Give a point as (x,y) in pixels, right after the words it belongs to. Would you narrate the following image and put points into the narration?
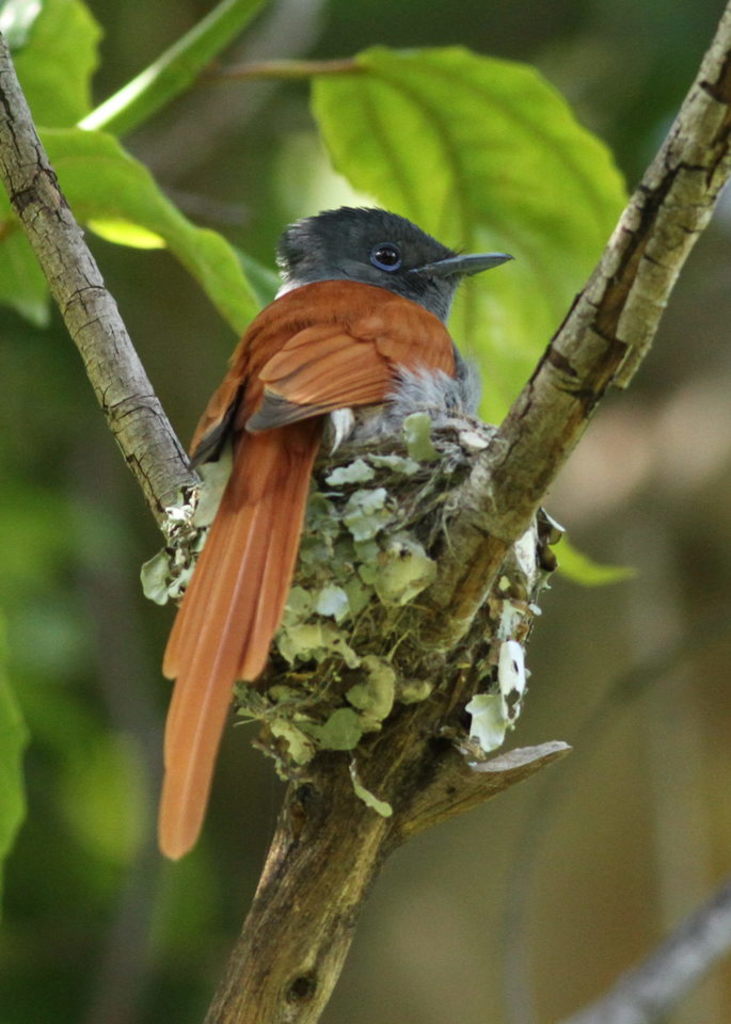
In this image we can see nest (348,549) on a branch (351,844) of a tree (427,789). Also there is a bird (319,446) on the nest (369,499). In the back (266,183) there are leaves (399,170) and it is blurry in the background (579,825).
